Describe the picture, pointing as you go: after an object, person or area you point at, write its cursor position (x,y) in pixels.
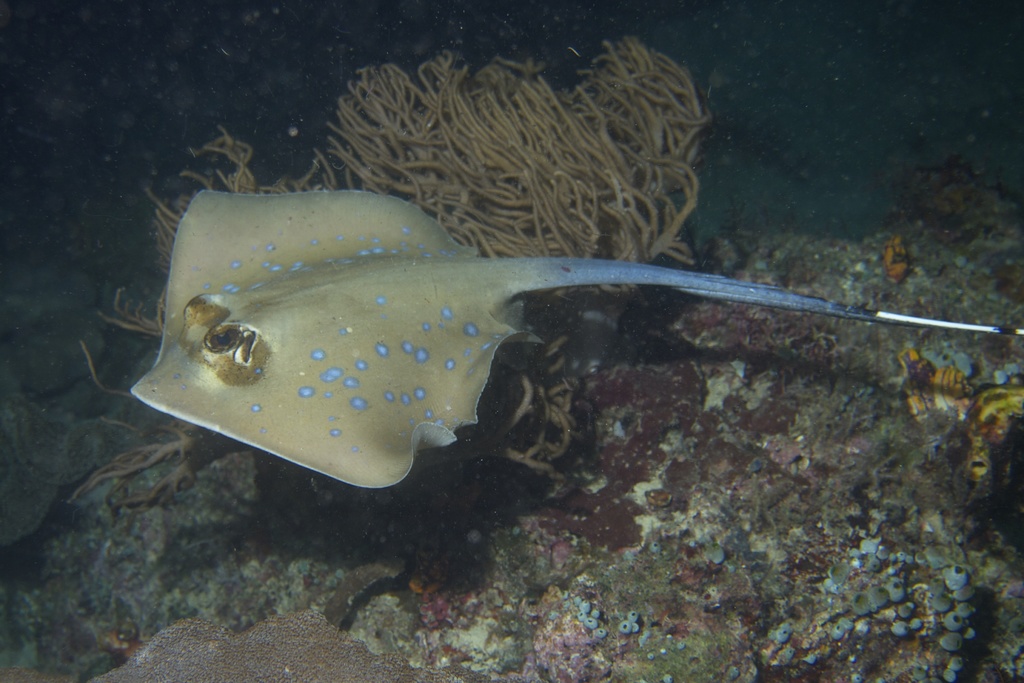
In this image I can see a fish (317,356) and marine species (550,194) in the water (85,397).
